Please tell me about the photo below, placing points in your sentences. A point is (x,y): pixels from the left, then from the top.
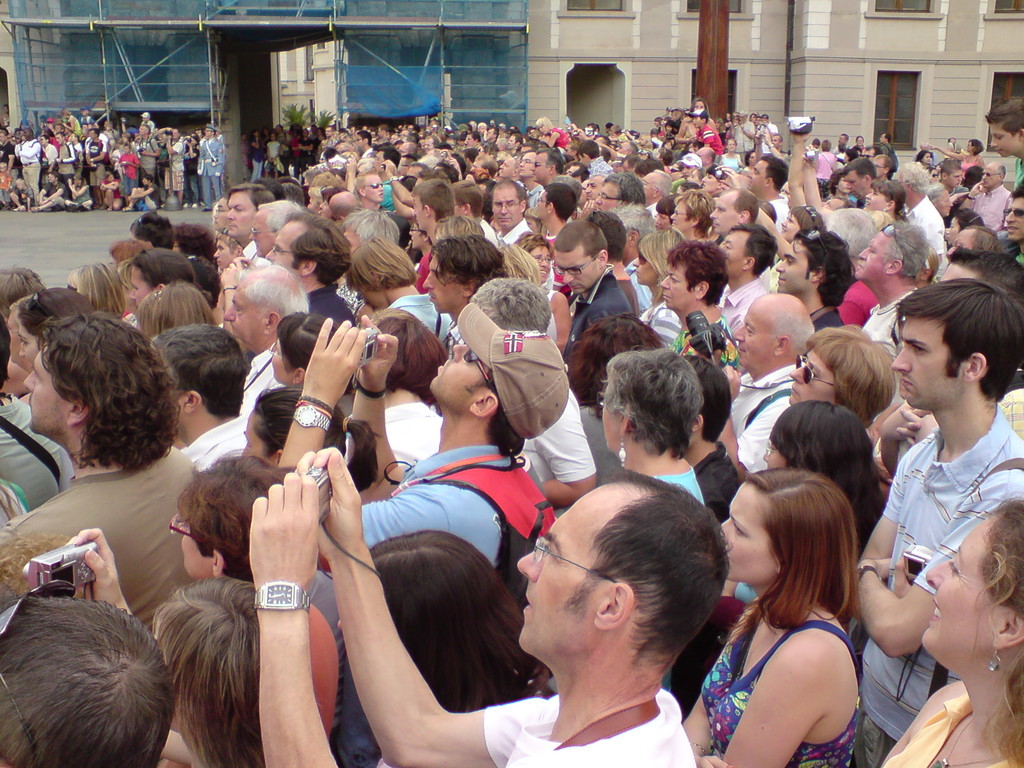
This picture describes about group of people (413,264), few are seated and few are standing, and we can see few people (445,379) are holding cameras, in the background (540,78) we can find few buildings (474,52) and plants (291,110).
